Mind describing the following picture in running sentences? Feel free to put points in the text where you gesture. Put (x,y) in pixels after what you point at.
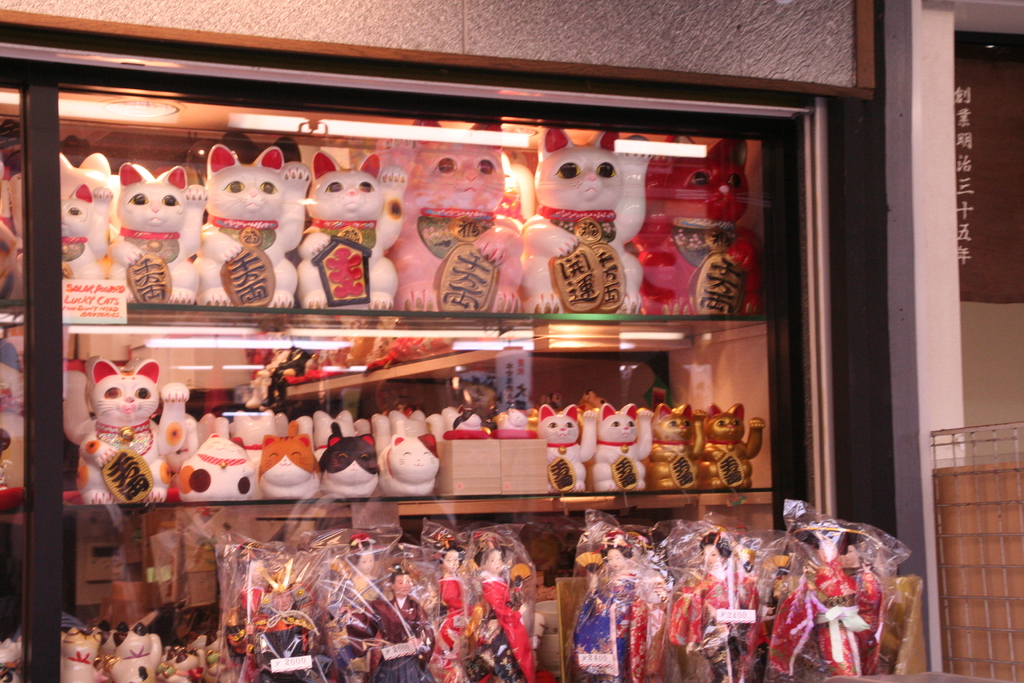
In this image I can see rack (201,626) which is filled with the toys (275,430). On the right side (963,314), I can see the wall (921,403) and railing (973,520).
